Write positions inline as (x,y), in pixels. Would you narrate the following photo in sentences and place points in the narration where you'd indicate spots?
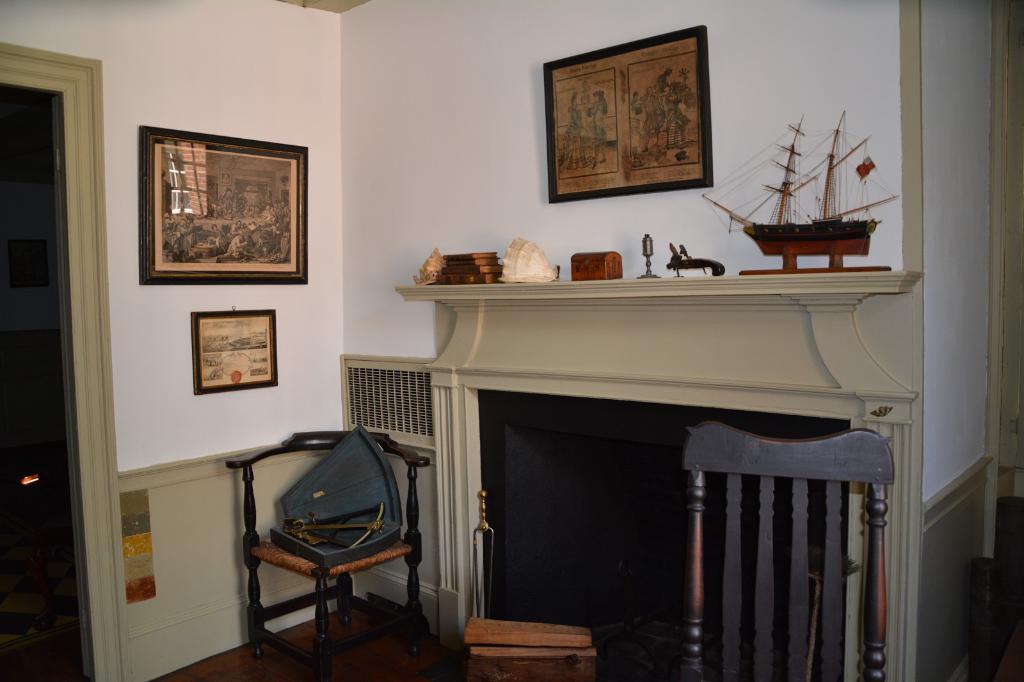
In this image I can see few chairs (248,545) and few decorations (818,234) over here. On this wall (251,109) I can see few frames (569,140).
